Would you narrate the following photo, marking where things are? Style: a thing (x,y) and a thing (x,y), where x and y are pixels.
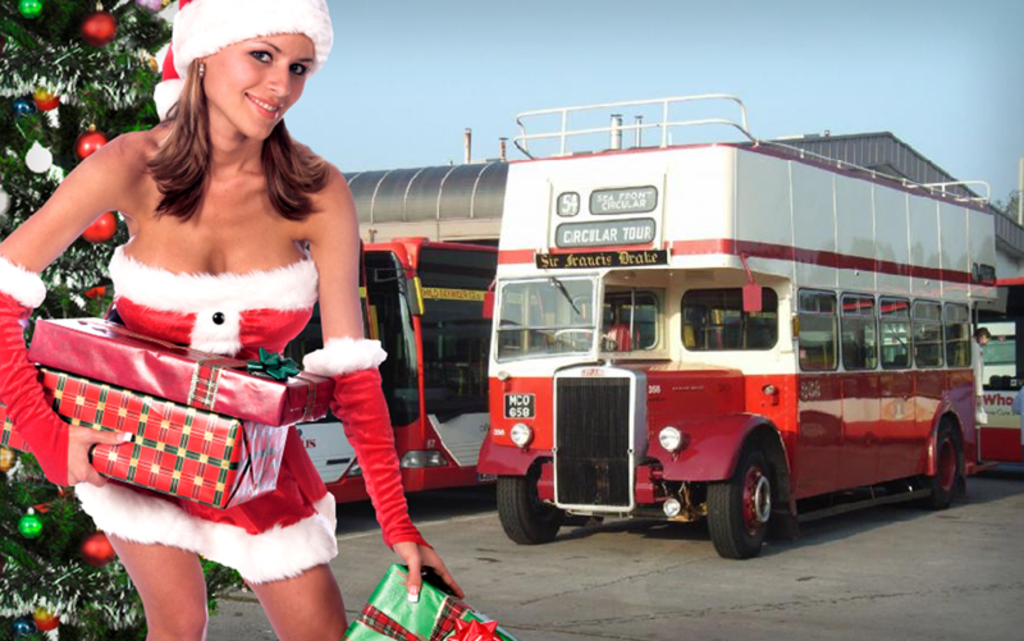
This is an edited image. On the left side (231,192), I can see a woman (232,350) standing, holding some gifts (234,434) the hands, smiling and giving pose for the picture. Beside her I can see a Christmas tree (35,123). On the right side (898,287) there are two buses (728,360) on the ground (743,565). On the top of the image (827,76) I can see the sky (632,52).
